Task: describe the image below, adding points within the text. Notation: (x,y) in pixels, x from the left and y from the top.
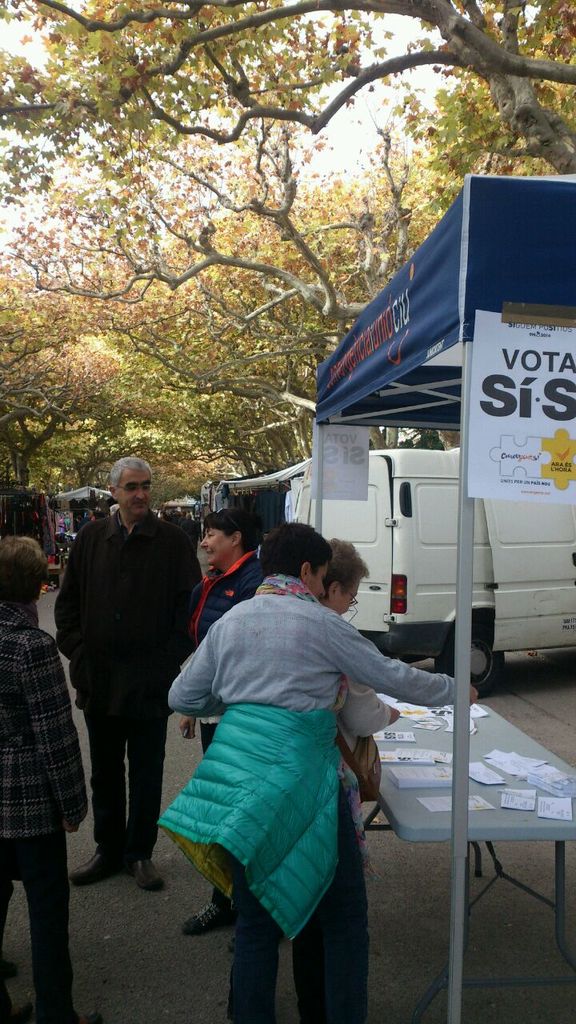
In the image on the left side (123,720) there are few people (170,602) standing. And on the right side of the image (488,746) there is a table (400,827) with papers (450,768). And also there is a tent (409,392) with rods (465,273) and also there are posters (484,379) with some text (563,329) on it. In the background (370,549) there are vehicles (573,527) and also there are tents (291,473). At the top of the image (272,131) there are trees (326,262).
